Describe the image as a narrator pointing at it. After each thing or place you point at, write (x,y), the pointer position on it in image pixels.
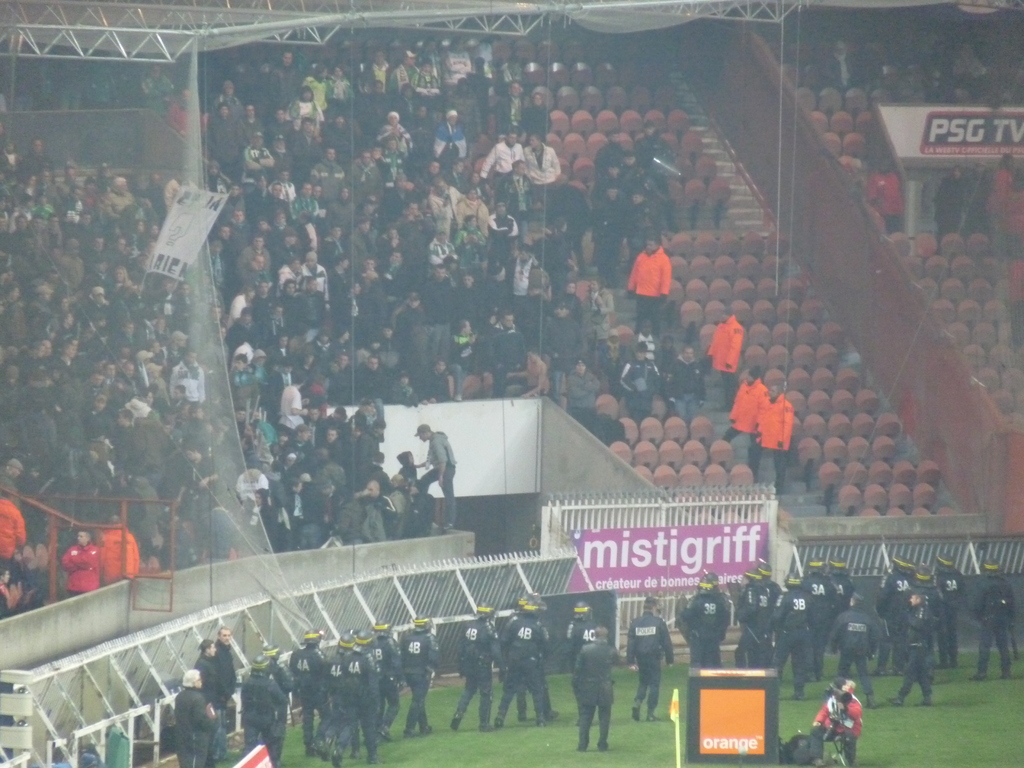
In this image, we can see a crowd (333,191). There are some persons (492,608) standing and wearing clothes (886,645).
